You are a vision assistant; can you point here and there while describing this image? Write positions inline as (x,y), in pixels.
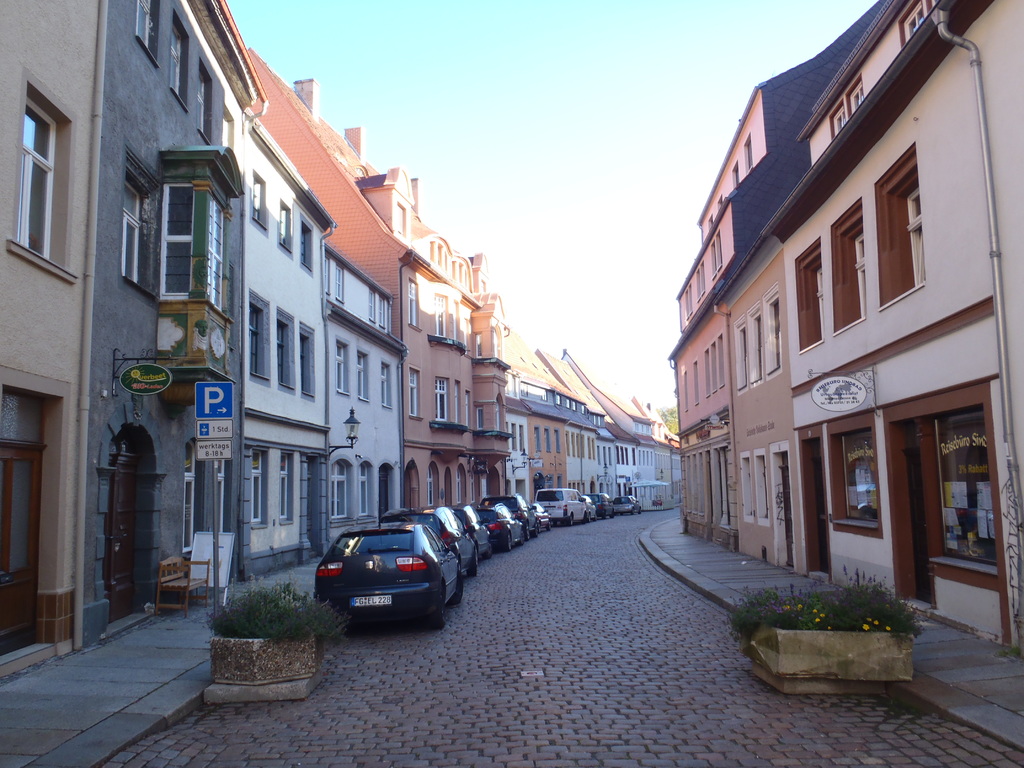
In this image, we can see so many buildings (329,500), walls (968,353), windows (973,410), pipes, sign boards (214,443) and boards (140,378). At the bottom (553,648), we can see a walkway (553,627). Here few vehicles (481,527) are parked. On the right (821,613) and left side (258,619), we can see few plants (258,633) and objects (279,657). Background (648,202) there is a sky (477,155).
